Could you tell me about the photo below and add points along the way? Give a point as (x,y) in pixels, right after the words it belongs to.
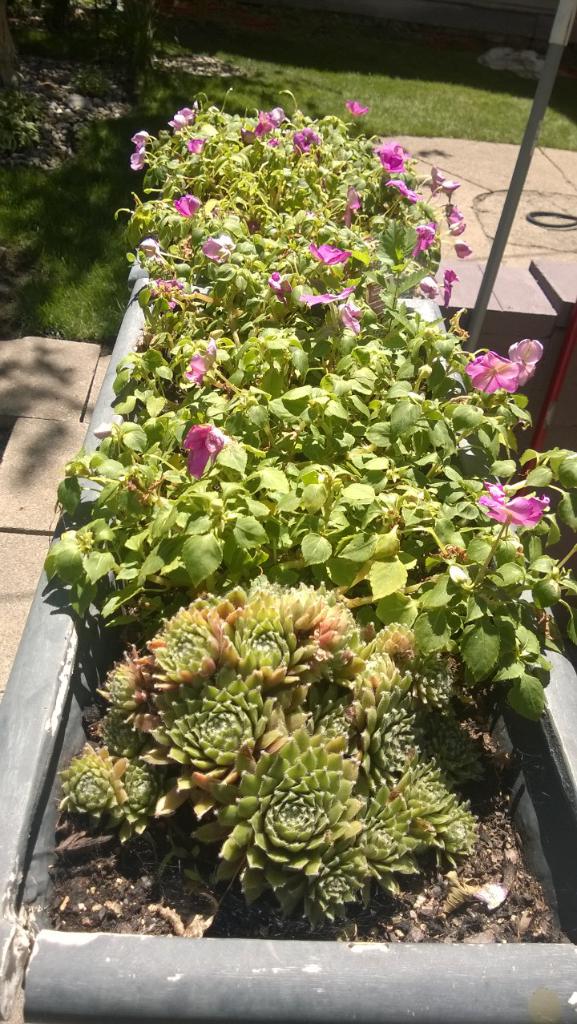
In the center of the image (301,674) there are plants (241,740) in flower pot (65,878). In the background of the image (415,77) there is grass (263,65). There is a pole (558,14) to the right side of the image (543,107).
